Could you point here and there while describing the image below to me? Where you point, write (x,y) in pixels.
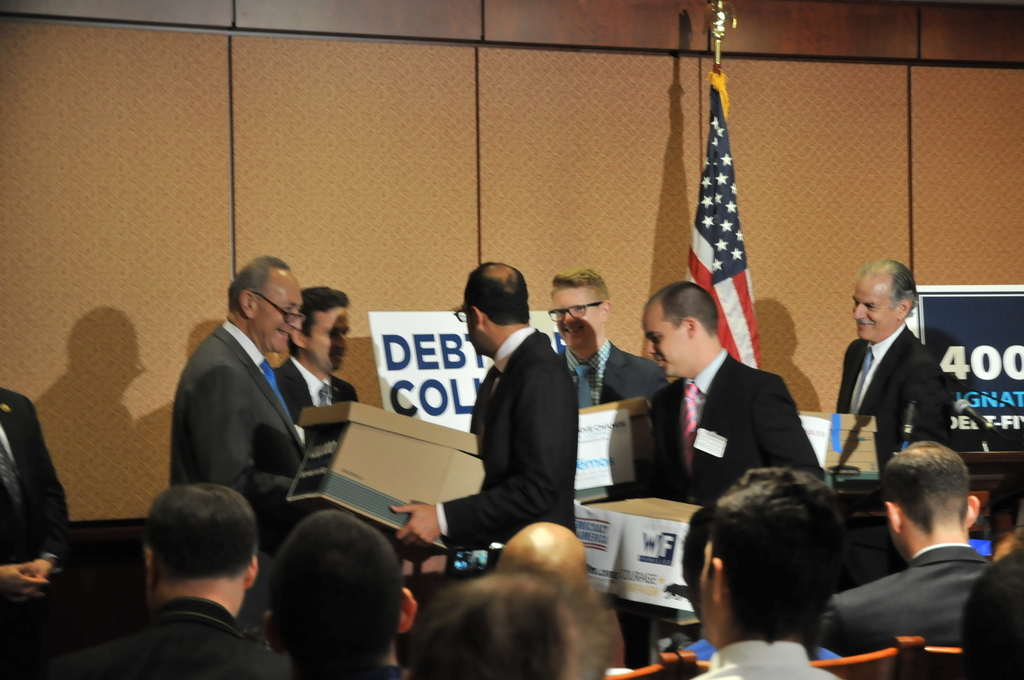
In the picture we can see a few people (571,523) are standing, they are in the blazers (705,476), ties (14,499) and shirts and in front of them, we can see some people (770,532) are sitting and looking at them and in the background (714,41) we can see the flag (708,253) to the pole (715,55) and behind it we can see the wall (707,109).
